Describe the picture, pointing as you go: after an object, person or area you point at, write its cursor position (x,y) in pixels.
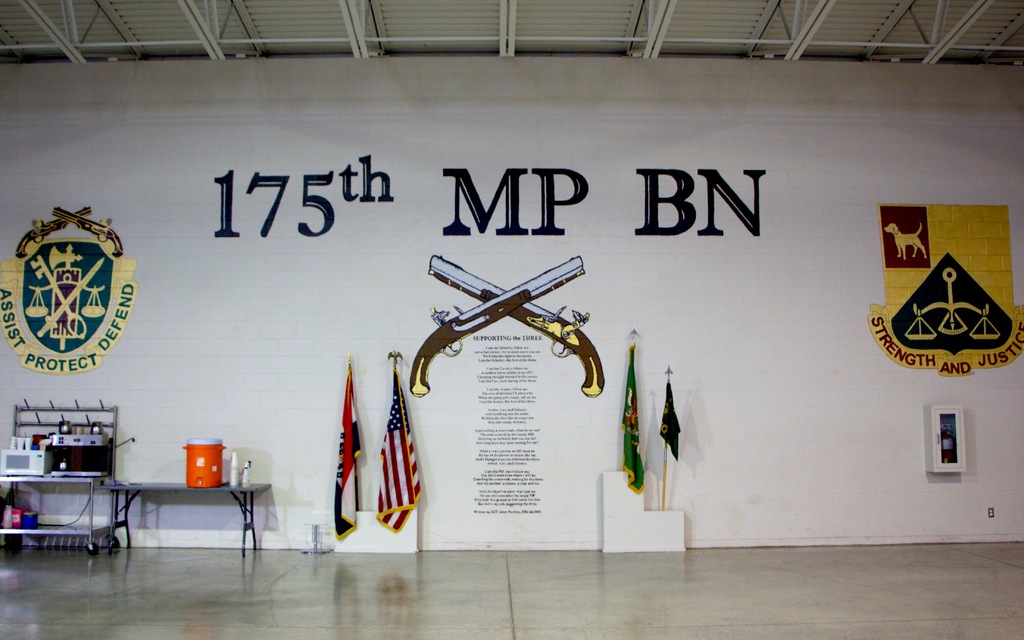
In the center of the image (394,404) there are flags (394,524). On the left (202,486) we can see tables (214,489) and there are container (219,477), bottles (10,509) and some things (25,523) placed on the tables (115,494). In the background (211,197) there is a wall (760,198). At the top (48,41) we can see a roof (458,41).
